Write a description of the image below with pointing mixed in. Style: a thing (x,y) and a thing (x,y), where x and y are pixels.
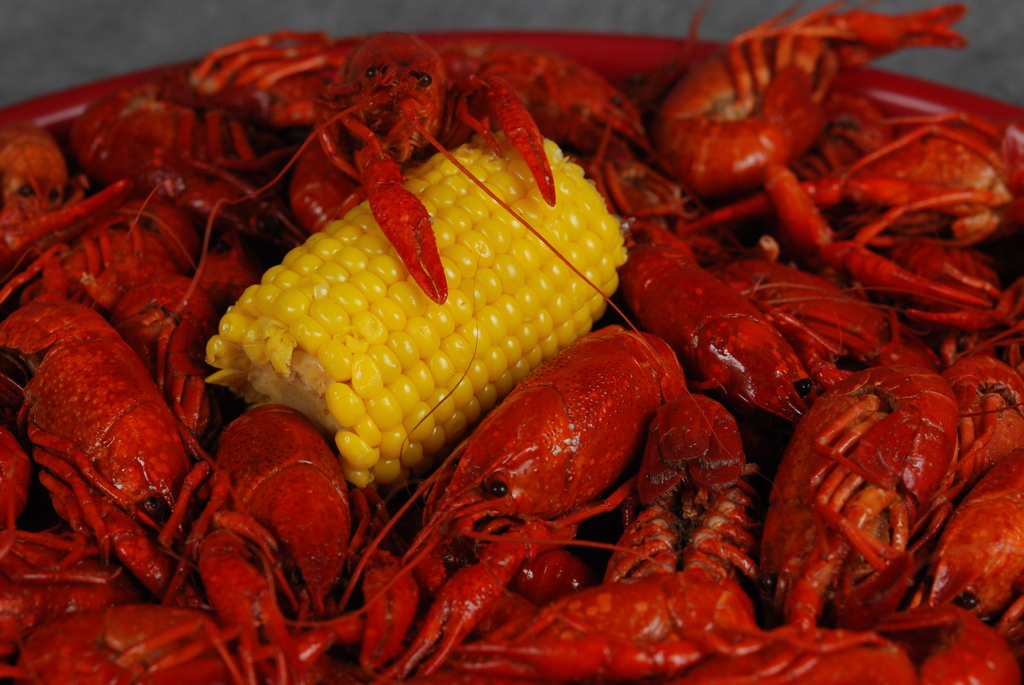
In the center of the image (391,301) we can see a corn (517,285) present in between the red color prawns (532,119).
